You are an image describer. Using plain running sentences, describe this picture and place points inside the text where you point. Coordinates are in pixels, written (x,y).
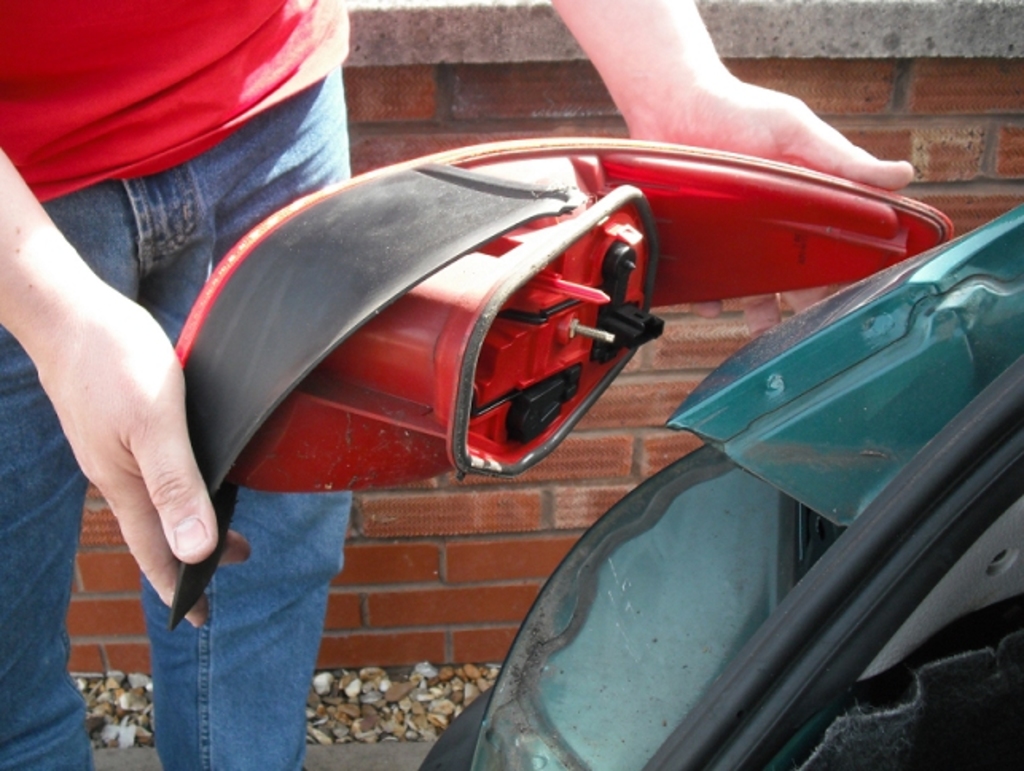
This image consists of a man (112,470). He is holding a light (400,376). On the right (959,690), it looks like a vehicle (844,643). In the background (412,64), there is a wall (380,633). At the bottom (152,706), there is ground (357,757).
